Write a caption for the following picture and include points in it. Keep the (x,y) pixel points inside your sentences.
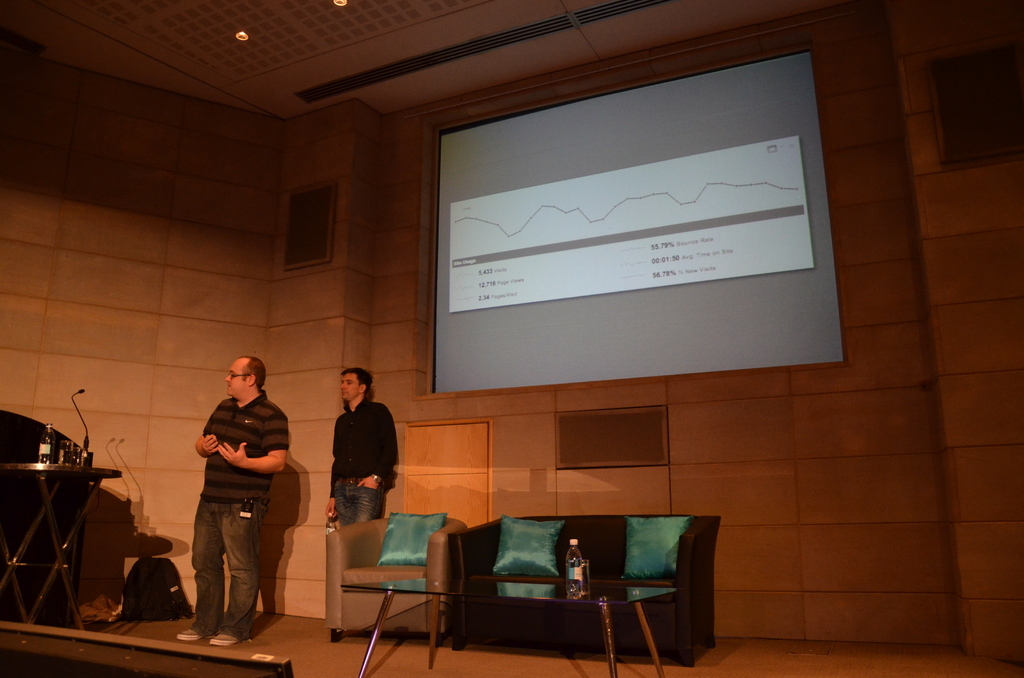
In this picture we can see two men (350,463) standing here, we can see a screen (567,342) here, on the left side (55,483) there is a table (53,483), we can see a couch (636,578) and three pillows (641,558) here, there is a water bottle (582,581) here, in the background (215,246) there is a wall (215,246), we can see a bag (155,610) here.
